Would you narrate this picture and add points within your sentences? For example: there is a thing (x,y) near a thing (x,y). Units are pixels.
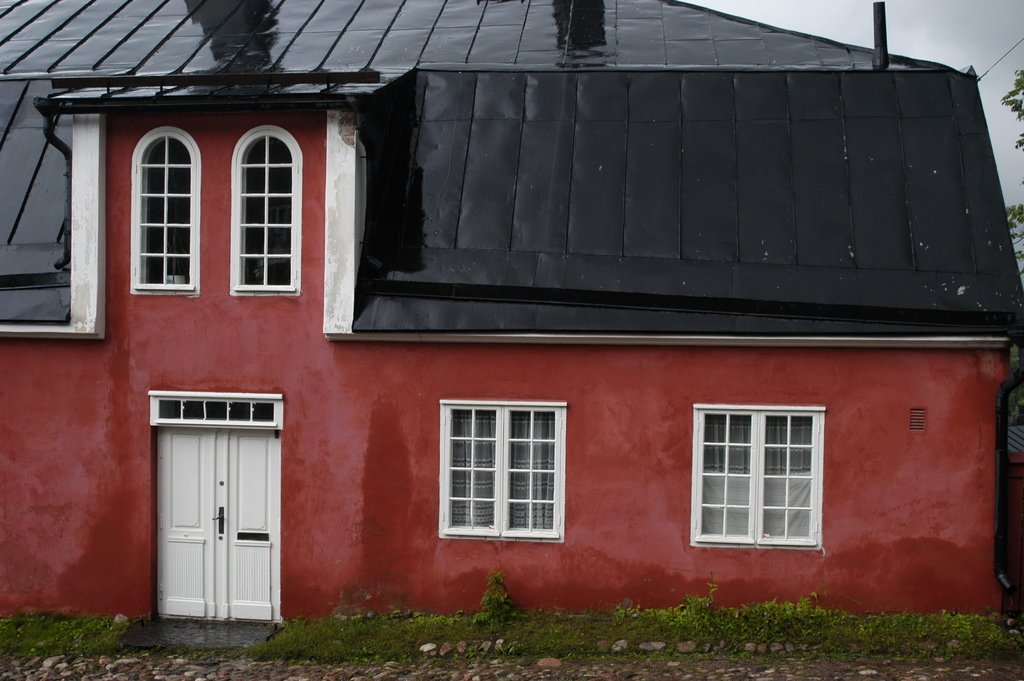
In this picture we can observe a maroon color house (390,420). There is a black color roof (274,48). We can observe white color doors (224,429) and windows (729,491). There are some plants (694,623). In the background (848,28) there is a sky (926,30).
